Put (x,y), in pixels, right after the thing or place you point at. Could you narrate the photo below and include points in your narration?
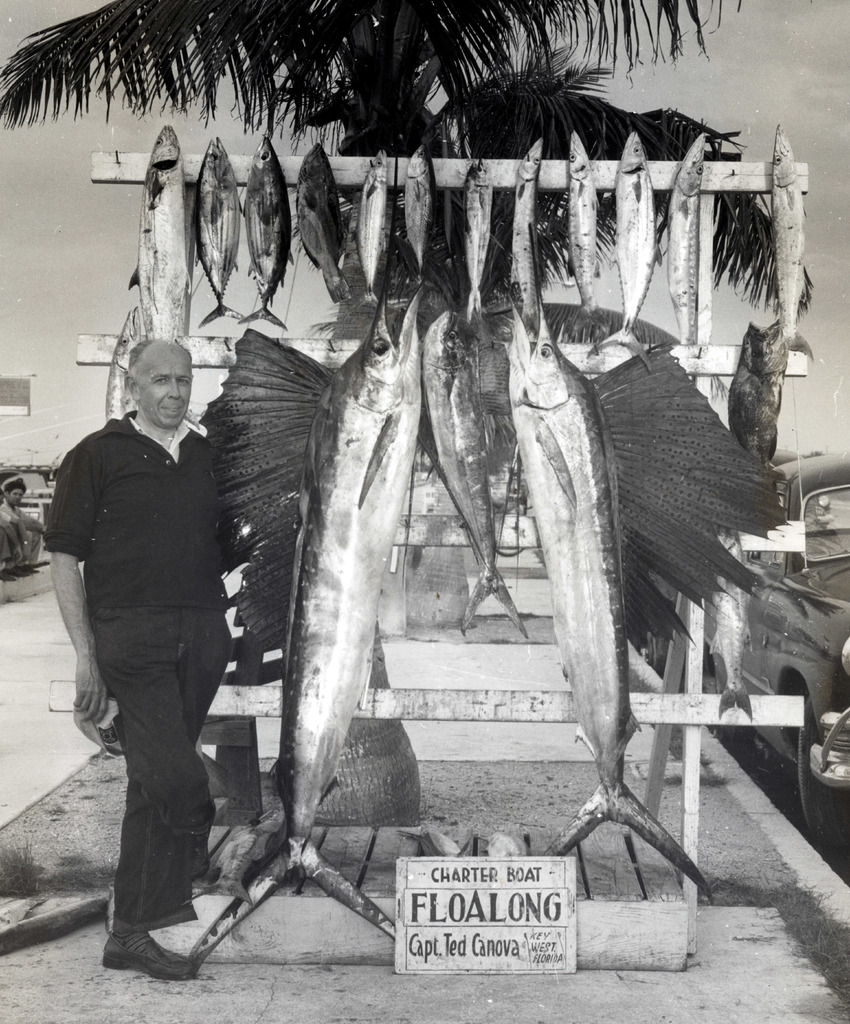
In this image we can see a person (159,644) is standing and holding some object (113,701) in his hand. There are many fishes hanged to the wooden object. There is a board (521,912) placed on the ground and some text (538,911) written on it. There is a sky (54,296) in the image. There is a tree (394,84) in the image. There is a vehicle (821,591) at the right side of the image (767,626). There are two persons (18,527) sitting at the left side of the image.
